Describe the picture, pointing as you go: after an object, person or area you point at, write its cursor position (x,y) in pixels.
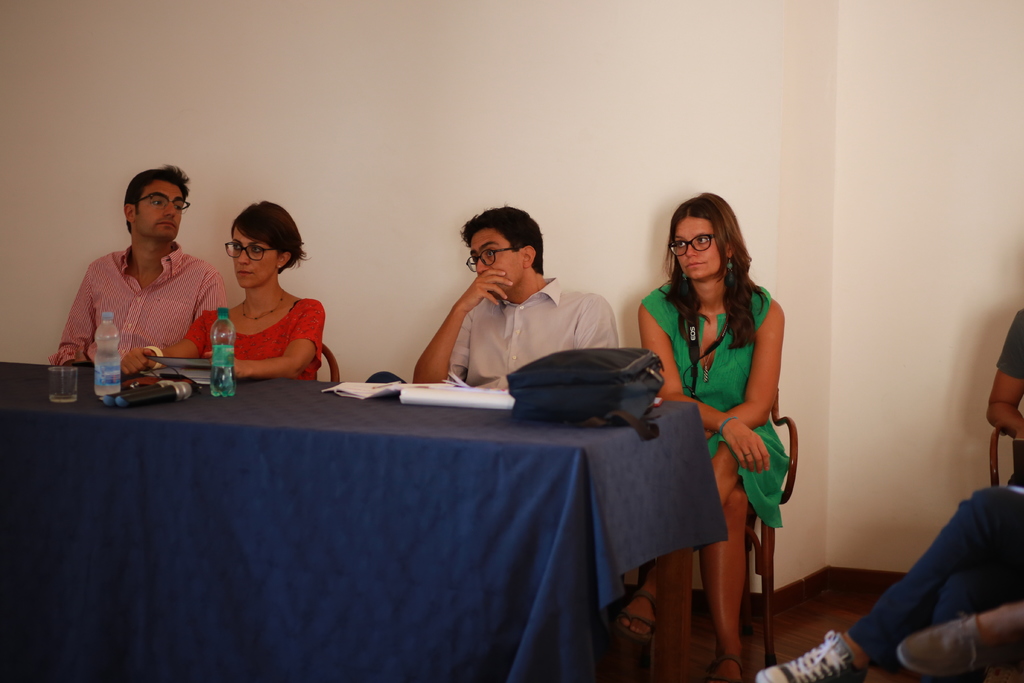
In the image there are two men (487,259) and two women (781,356) sat on chair (794,486) in front of table (494,484). The table (614,446) has bag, cloth (288,389), water bottle (230,367) on it and it is blue in color. Over the right side (881,618) there is a guys legs (944,614) are visible.
